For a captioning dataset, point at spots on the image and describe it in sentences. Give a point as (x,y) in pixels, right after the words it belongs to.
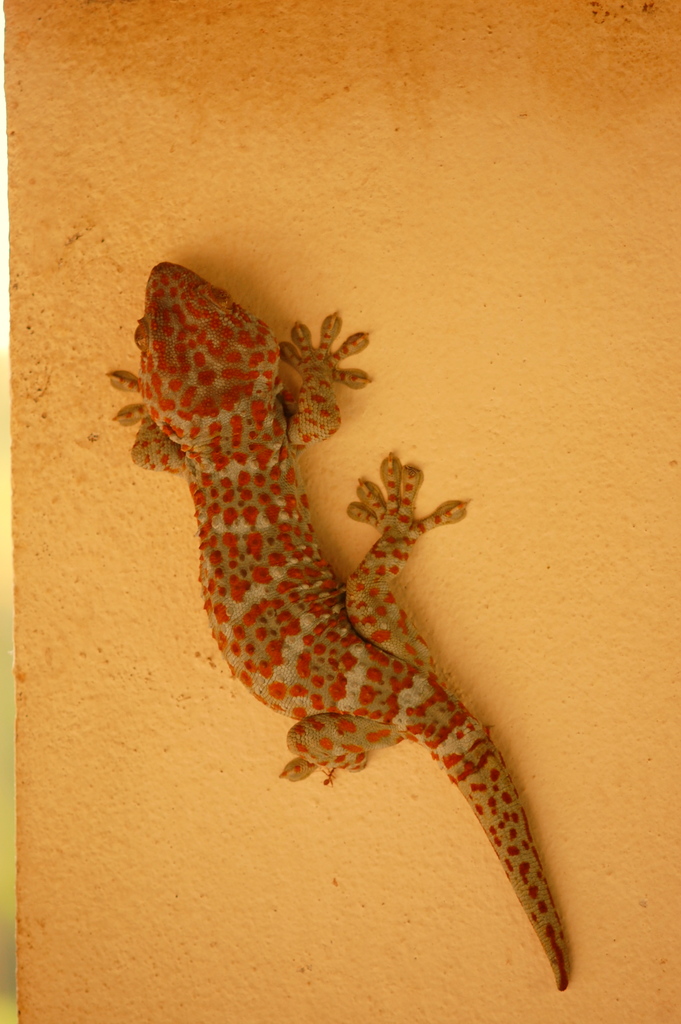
In this image we can see a lizard (240,556) on the wall (547,744).
